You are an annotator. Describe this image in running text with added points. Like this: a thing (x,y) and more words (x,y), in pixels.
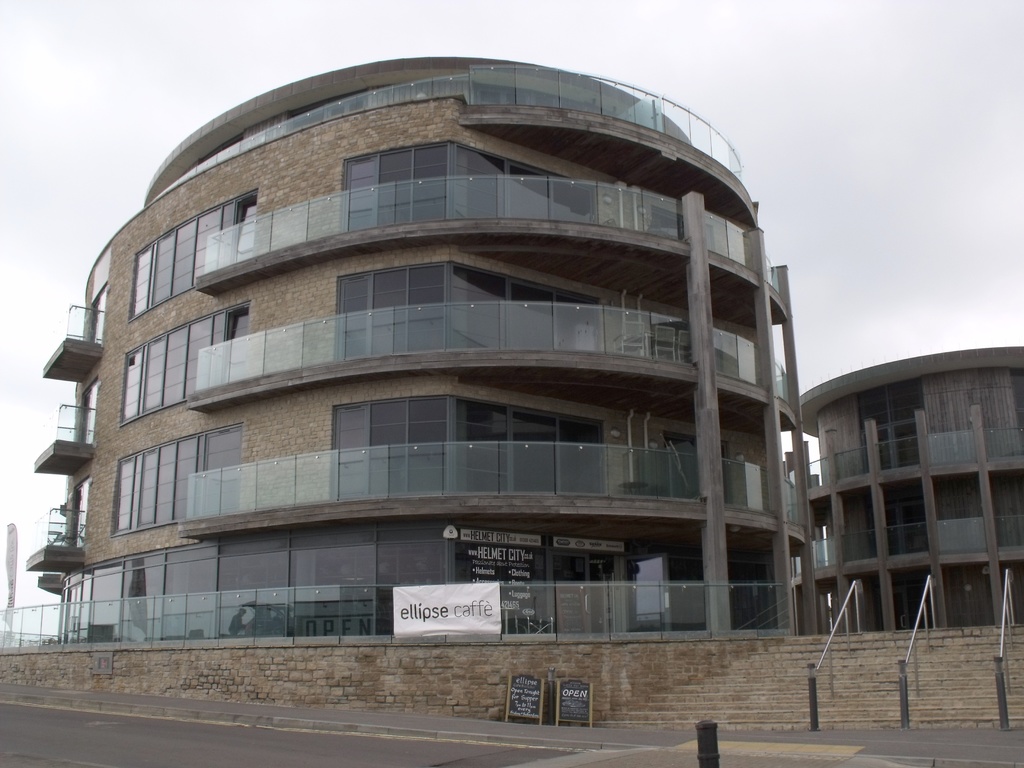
In this image there are buildings (798,498) with pillars (923,482), glass walls (373,340), windows (182,341) and balconies (88,443). On the building (445,540) there are banners (514,557). Near to the building (537,551) there is a wall (368,673) with a banner (435,614). Also there are boards (510,701) and steps (763,674) with railings (907,657). And there is a road (198,733). In the background (15,169) there is sky (813,139).
